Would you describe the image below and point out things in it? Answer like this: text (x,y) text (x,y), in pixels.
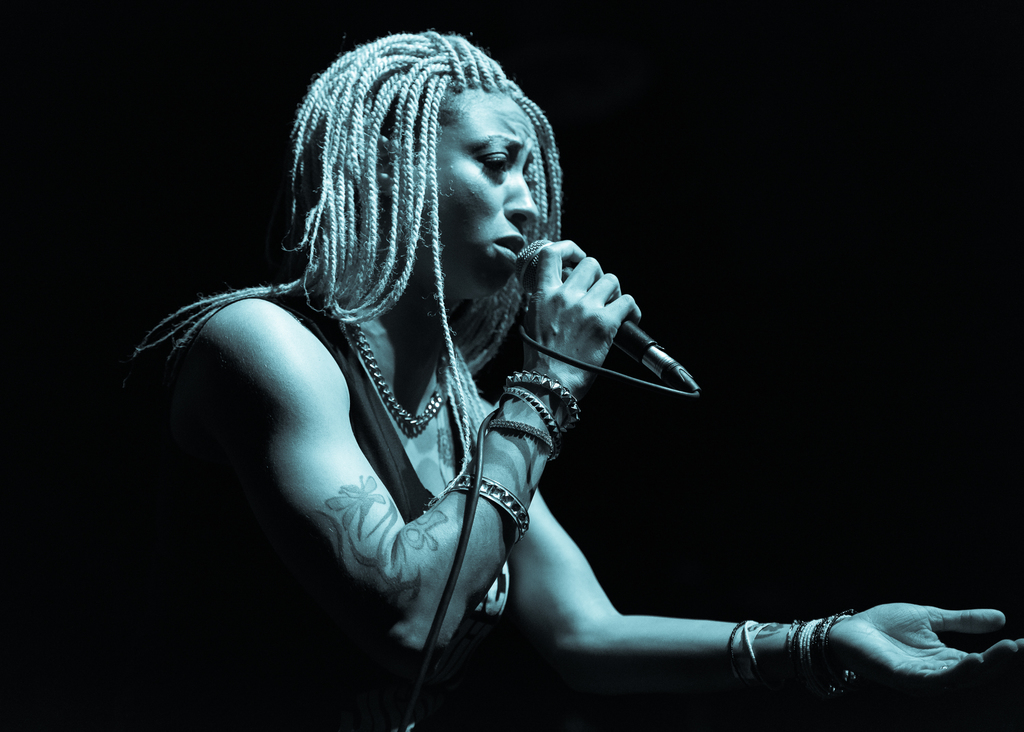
This is a black and white picture. Here we can see a woman (468,329) who is singing on the mike (526,278).
